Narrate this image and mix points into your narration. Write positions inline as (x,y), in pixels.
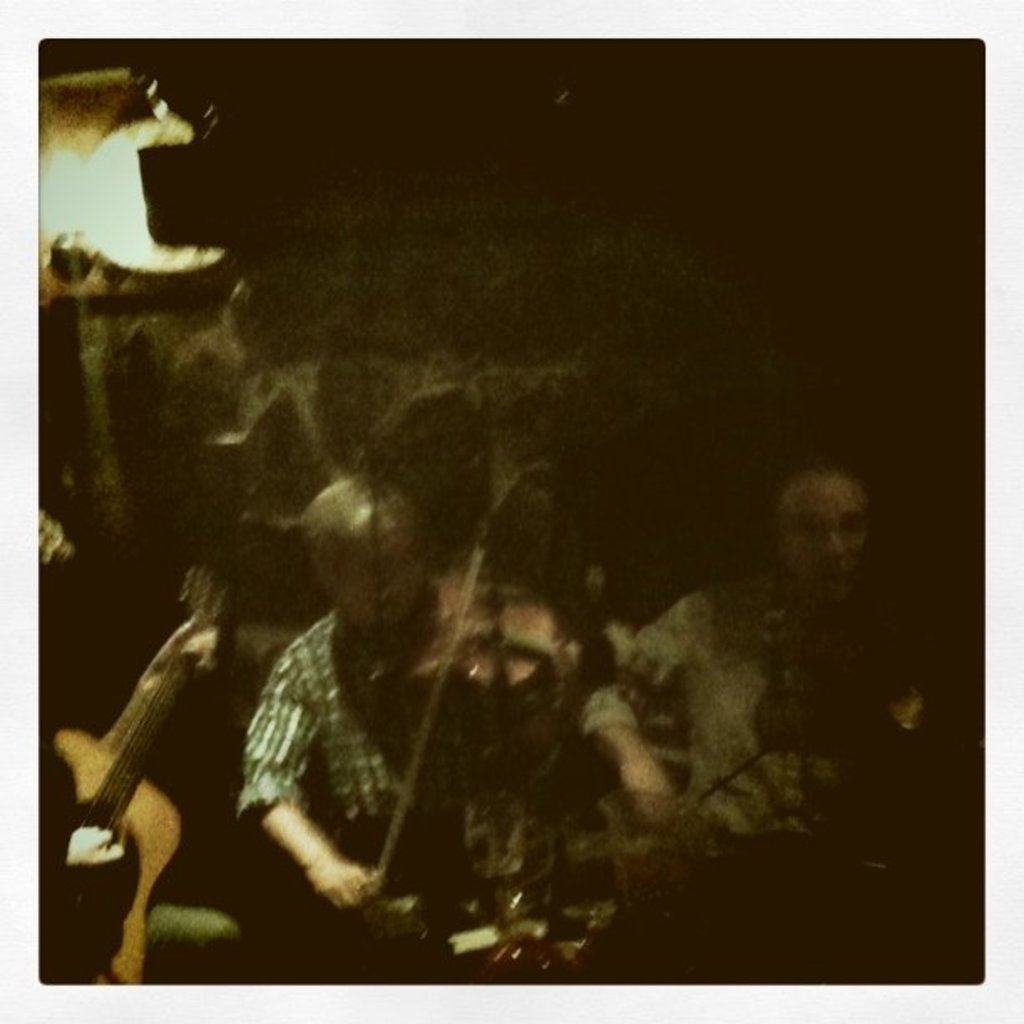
In this image we can see two persons (676,663) are playing musical instruments (145,744). There is a dark background (655,362) and we can see a light (123,226).
